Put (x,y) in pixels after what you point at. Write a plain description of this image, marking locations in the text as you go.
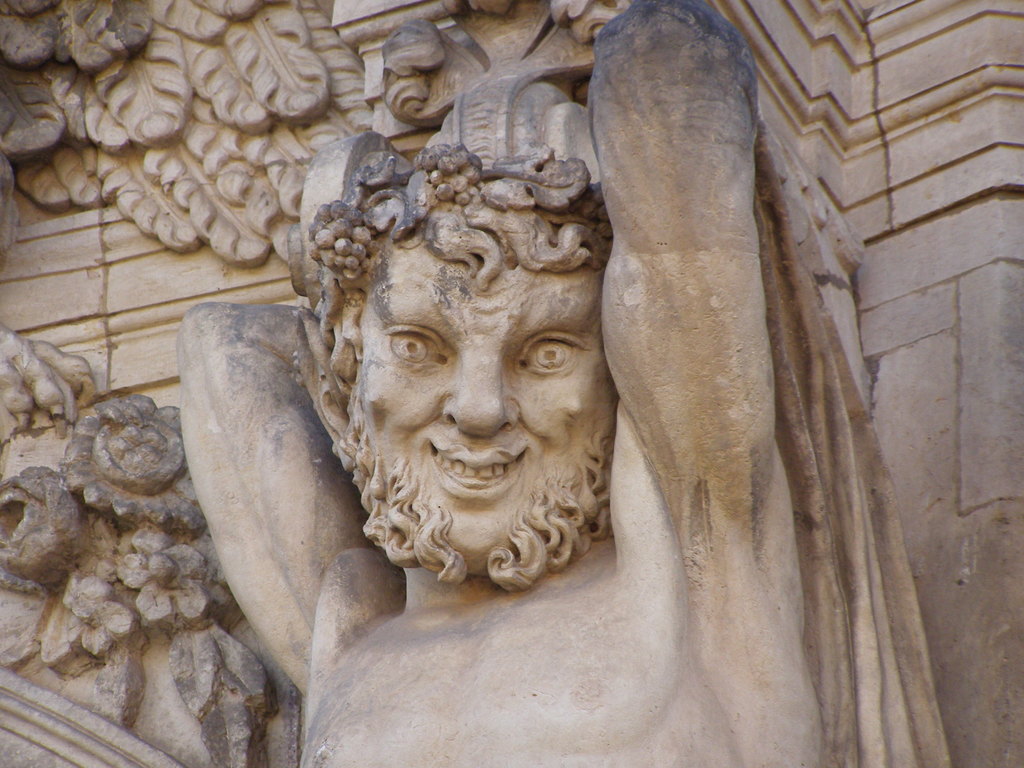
In this image we can see the sculpture (518,479) on a wall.
